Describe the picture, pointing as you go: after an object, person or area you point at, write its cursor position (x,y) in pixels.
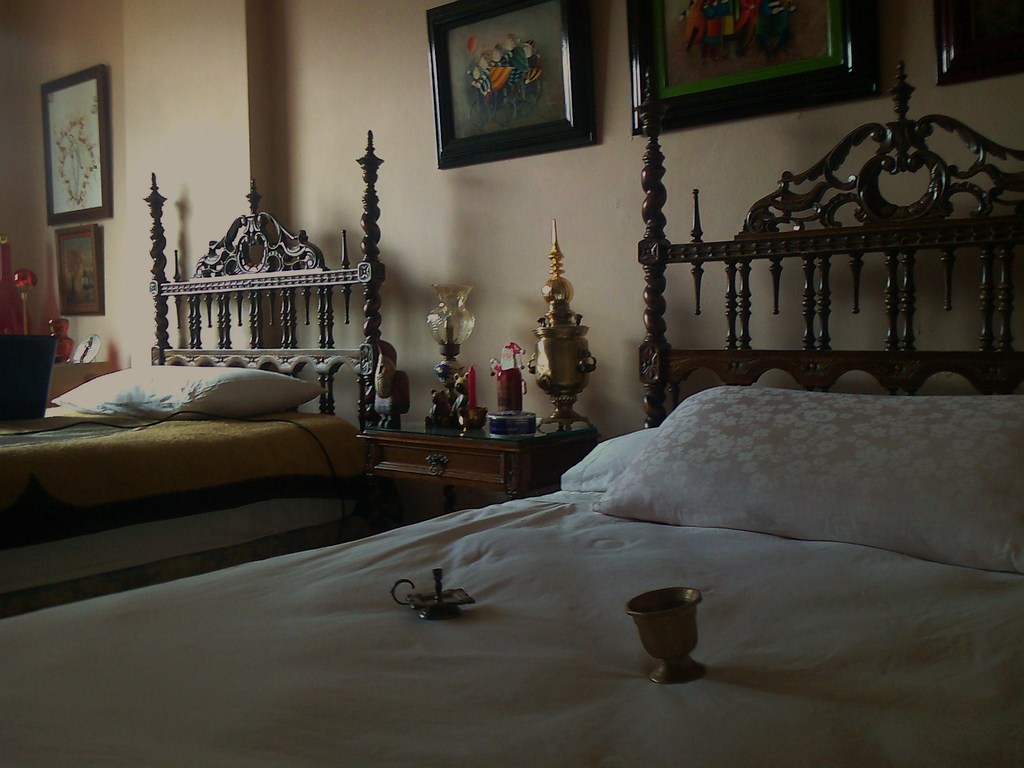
This picture is taken in a room (179,479). Towards the left (226,405) and right, there are two beds (299,508) with pillows (177,385). In the middle of the beds (415,573), there is a table (475,450). On the table (512,445), there are lamps (445,323) and other show pieces (516,373). At the bottom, there are two objects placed on the bed (590,612). On the top (326,123), there is a wall (429,115) with frames (828,46).
